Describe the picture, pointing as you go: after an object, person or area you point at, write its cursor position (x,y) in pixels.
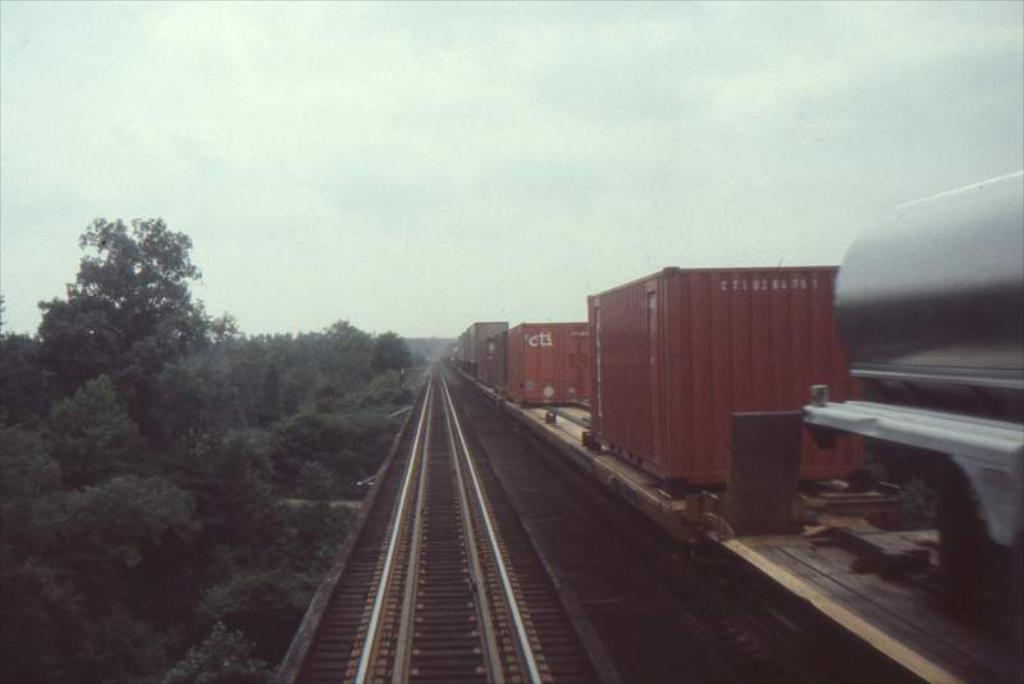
Goods train (713,420) is on the track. Here we can see train track (425,432), plants (377,399) and trees (268,342).
